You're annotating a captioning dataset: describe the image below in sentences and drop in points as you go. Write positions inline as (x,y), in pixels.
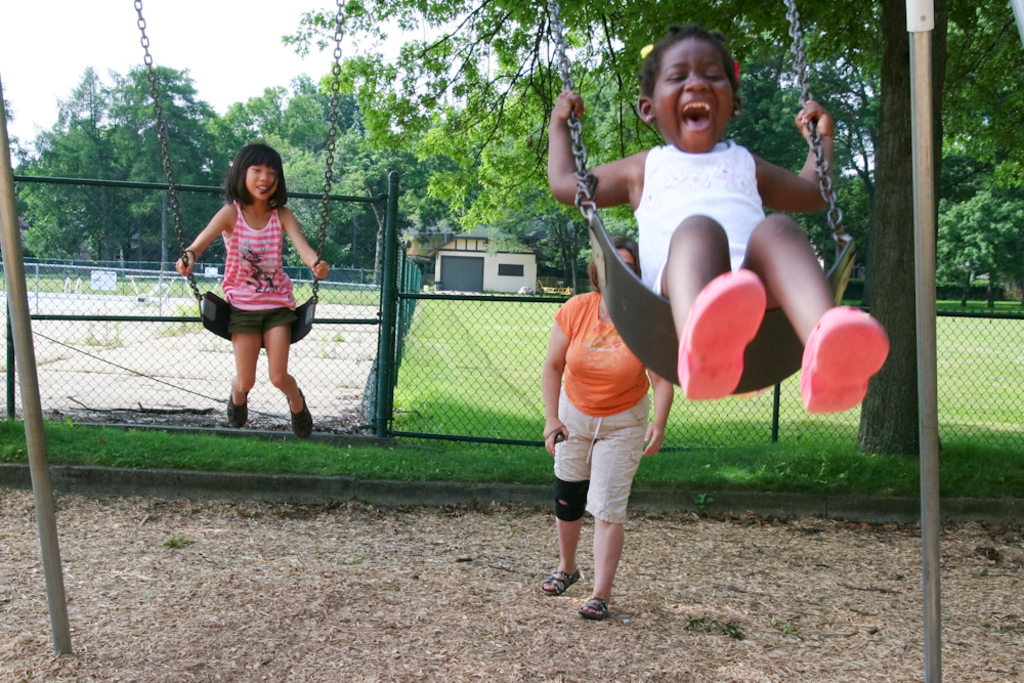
In this picture I can observe two children (683,246) sitting on the swing (223,321). On the right side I can observe a woman (575,436) standing on the ground (570,604). Behind the woman (582,458) I can observe a fence (338,312). In the background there are trees (323,164) and sky (223,91).
